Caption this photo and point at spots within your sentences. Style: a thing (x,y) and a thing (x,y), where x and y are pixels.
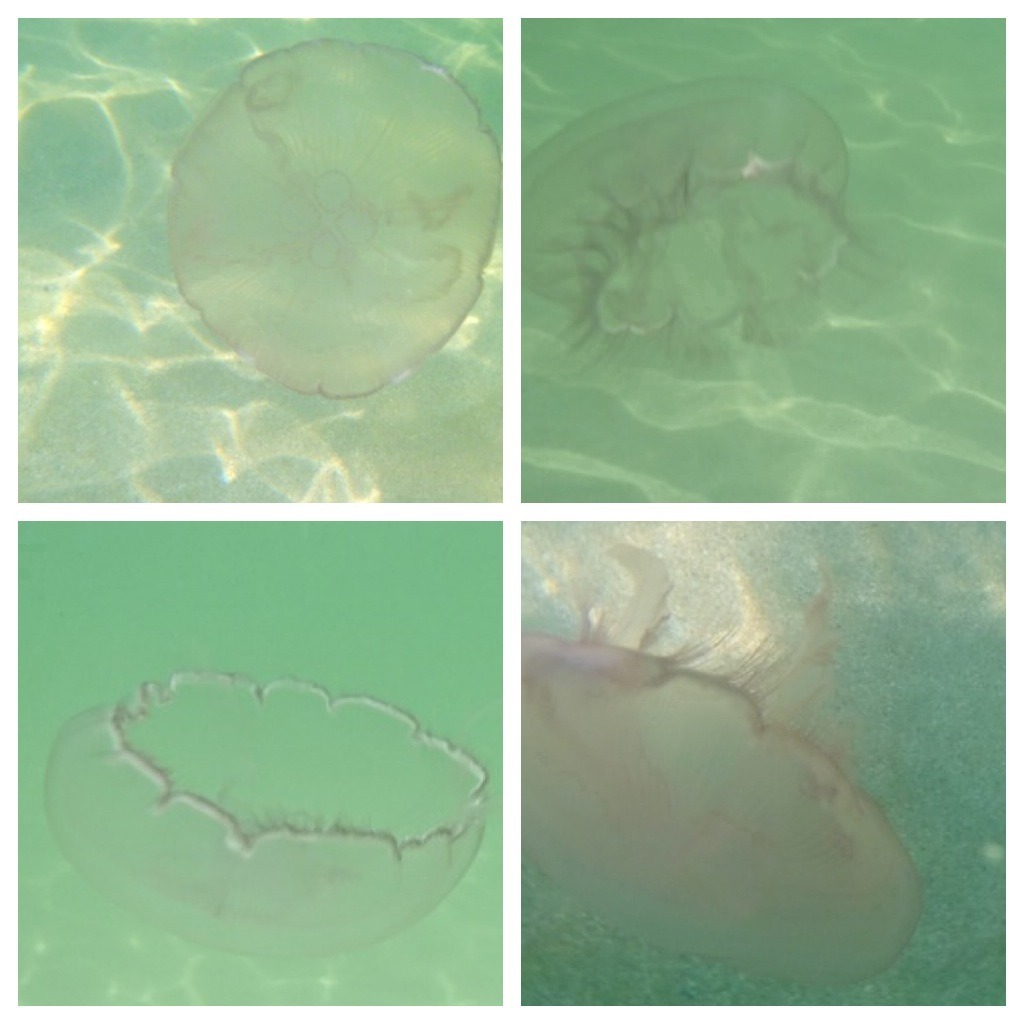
This is a photo grid image of a jellyfish (648,587) swimming in the water (445,464).
